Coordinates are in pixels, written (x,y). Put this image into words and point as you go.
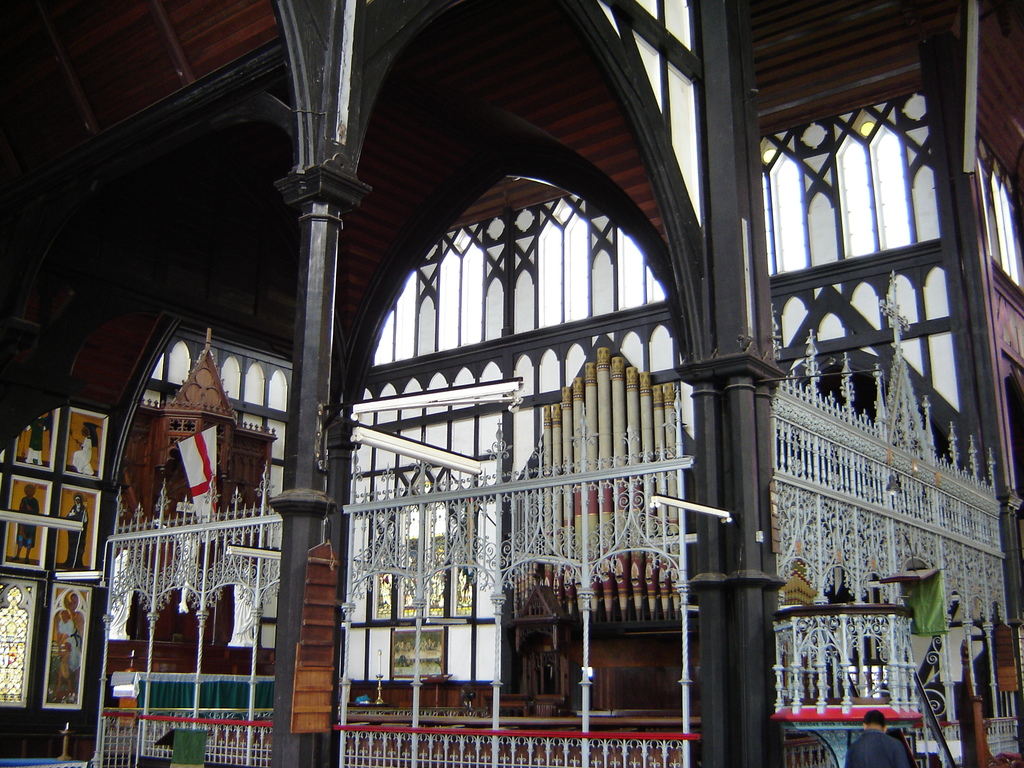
In this image we can see an inside view of a building (267,130). In the foreground (147,582) we can see the metal barricade (588,577) and a flag (195,463) on the wall (187,495). On the left side of the image (30,452) we can see photo frames (65,640) on the wall (38,682). In the background (250,390), we can see the windows (871,217). to the right side of the image (872,753) we can see a staircase (925,718) and a person (884,745).
